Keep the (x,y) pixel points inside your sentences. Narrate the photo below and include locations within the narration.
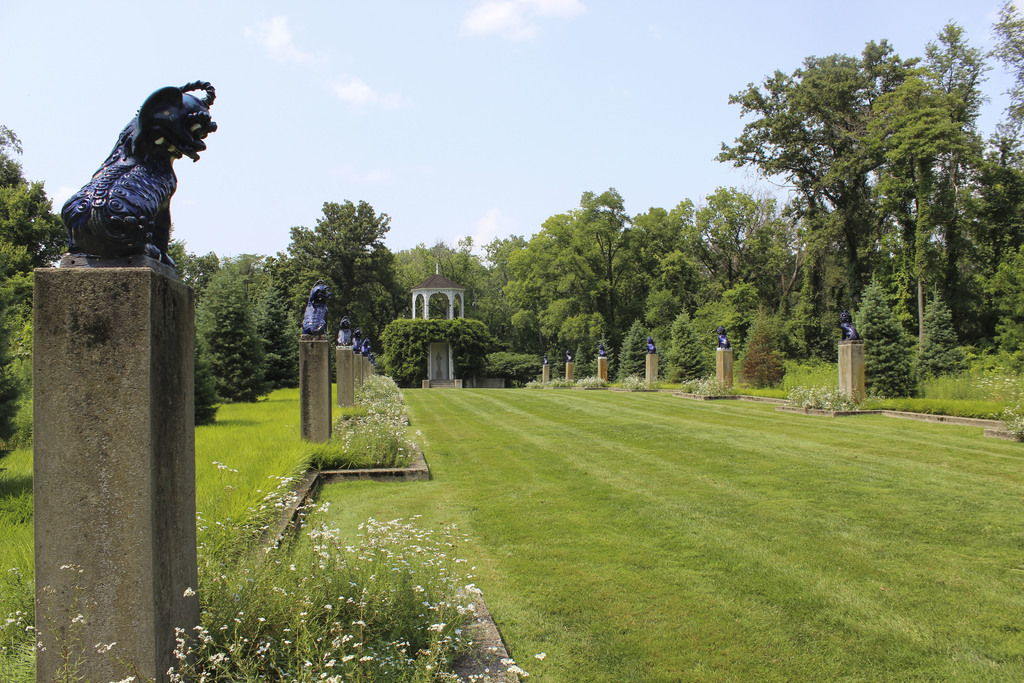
In this picture we can see the grass (542,477), statues (161,229) on pillars (321,348), plants (379,401) with flowers (401,438), shade (419,366), trees (393,309) and in the background (452,83) we can see the sky (541,89).
